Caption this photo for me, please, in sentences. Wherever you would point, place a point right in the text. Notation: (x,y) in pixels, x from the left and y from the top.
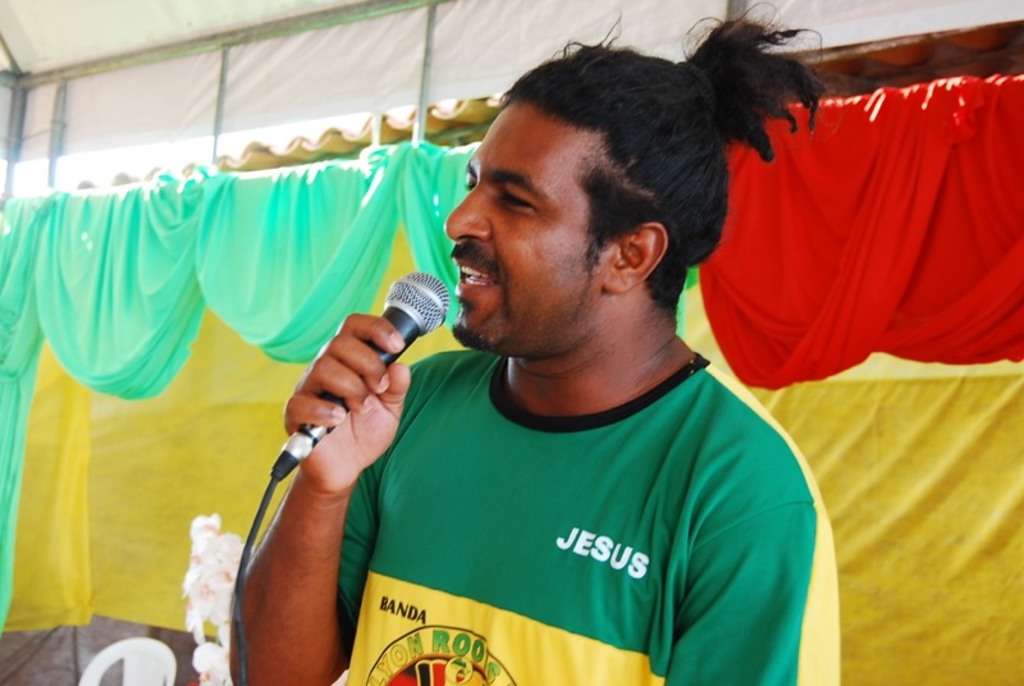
In the picture we can see a man (550,449) holding a microphone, a man (496,438) is wearing a green and yellow T-shirt (535,448). In the background (100,527) we can find a red, green and yellow curtain (848,168) attached to the tent (75,122) and we can also see a chair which is white in color.
